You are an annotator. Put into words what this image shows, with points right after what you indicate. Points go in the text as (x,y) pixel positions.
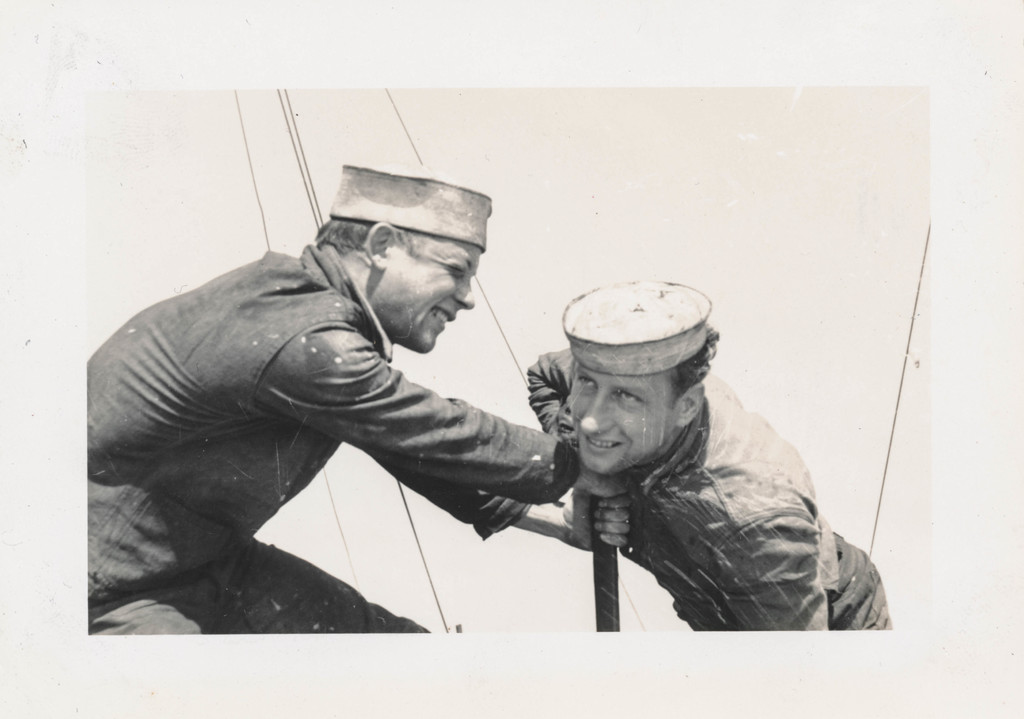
This is an old black and white image. I can see two men (492,438) standing. They wore caps (442,230) and shirts (720,576). This looks like a pole (613,610). I think these are the ropes (295,146).
